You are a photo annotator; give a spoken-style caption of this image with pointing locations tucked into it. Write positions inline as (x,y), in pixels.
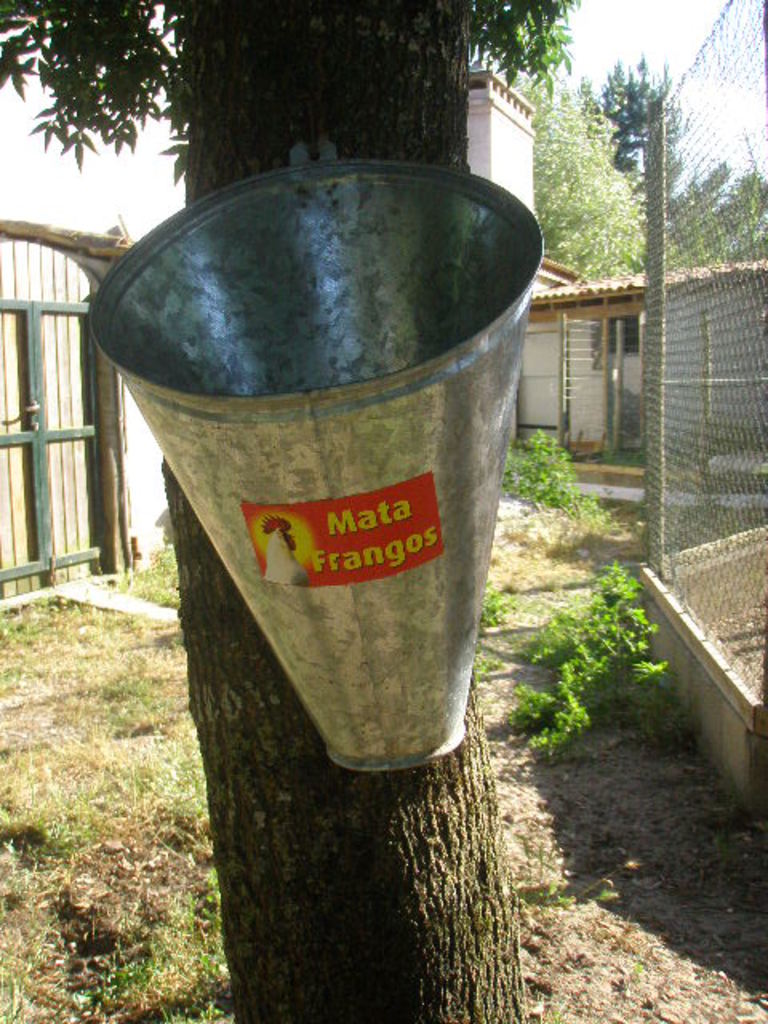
In this image we can see a bucket (296,334) with a label (349,515) on it is hanged to the tree (384,809). In the background (516,673), we can see the grass (97,829), plants (541,702), fence (717,639), wooden door (58,412), house (522,136) and trees (627,192) and the sky (613,63).
